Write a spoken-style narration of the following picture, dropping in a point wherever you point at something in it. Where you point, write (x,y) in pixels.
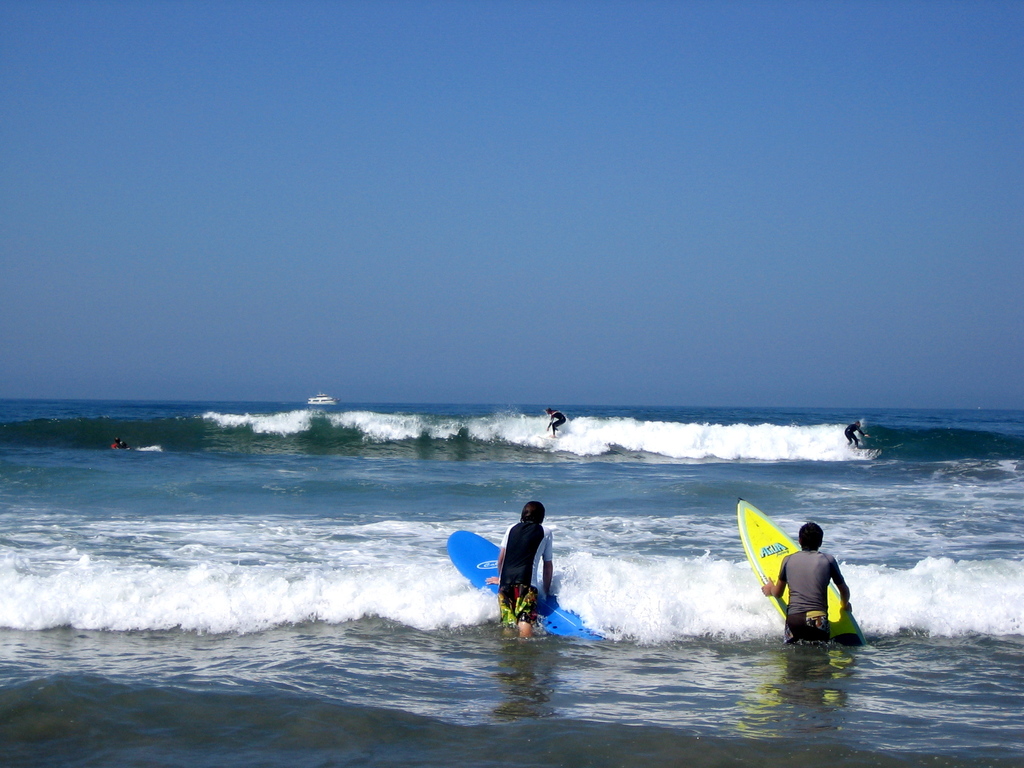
In this image we can see two people (800,605) are holding surfing board (464,562) and two people (555,431) are surfing on the surface (370,452) of sea (235,564). The sky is in blue color.
